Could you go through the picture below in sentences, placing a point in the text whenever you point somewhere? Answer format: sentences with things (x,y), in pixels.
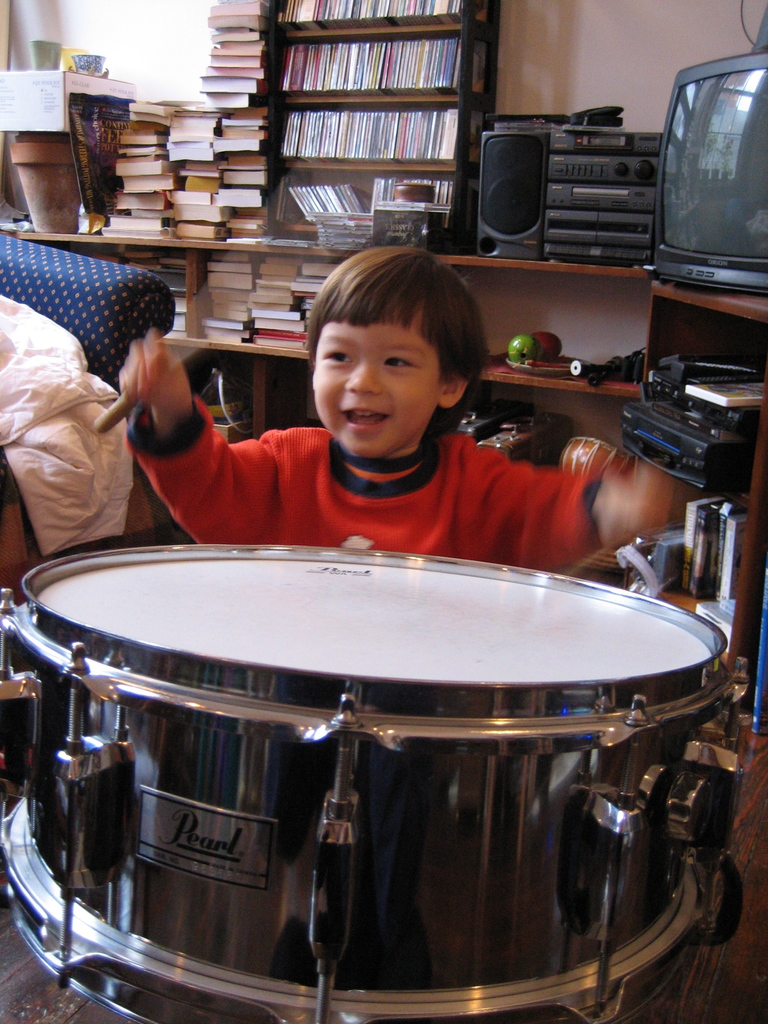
In the image we can see there is a kid (356,470) who is standing in front of a drum (482,795) and at the back (167,148) there are book shelves (321,38) and the books (247,40) kept in a shelf (654,351). There is a tv (713,253) and CD player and speaker (518,190) over here.
